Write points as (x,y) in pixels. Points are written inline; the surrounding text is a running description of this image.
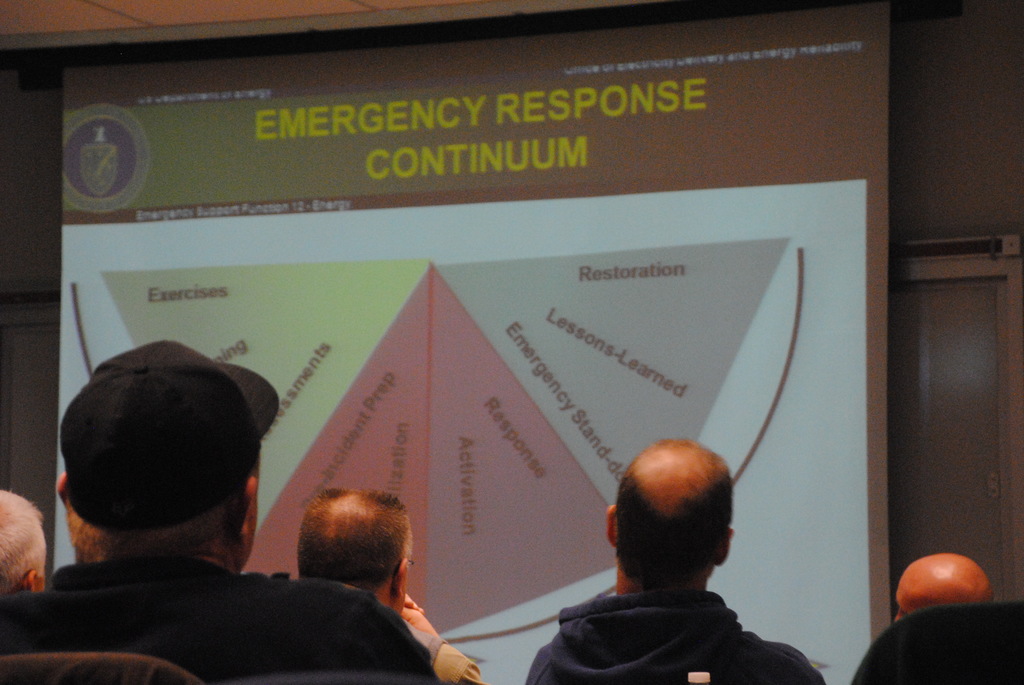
At the bottom of the image (310,596) we can see some persons (398,599) are sitting on a chair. In the center of the image (413,373) we can see a screen (418,205). In the background of the image (938,358) we can see wall (912,131), doors (919,354) are there. At the top of the image (176,37) there is a roof (202,10).
